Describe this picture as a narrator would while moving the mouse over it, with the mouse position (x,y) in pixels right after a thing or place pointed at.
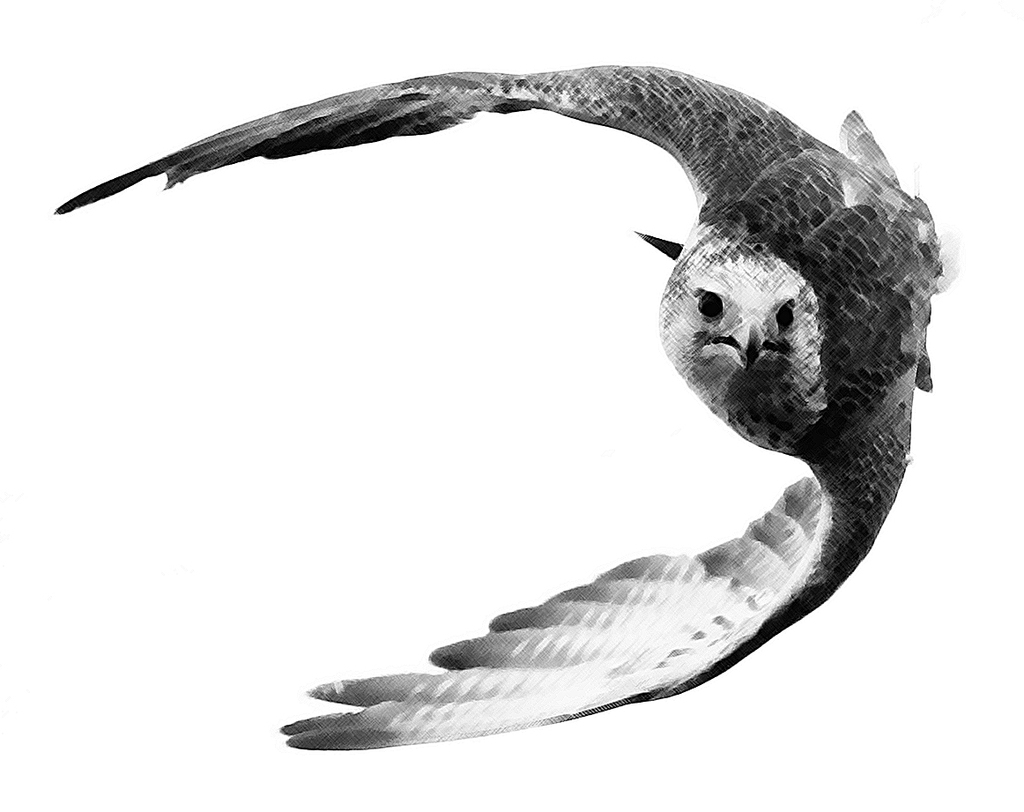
In the picture I can see an eagle (715,390). The background of the image (449,576) is white in color. This picture is black and white in color.
